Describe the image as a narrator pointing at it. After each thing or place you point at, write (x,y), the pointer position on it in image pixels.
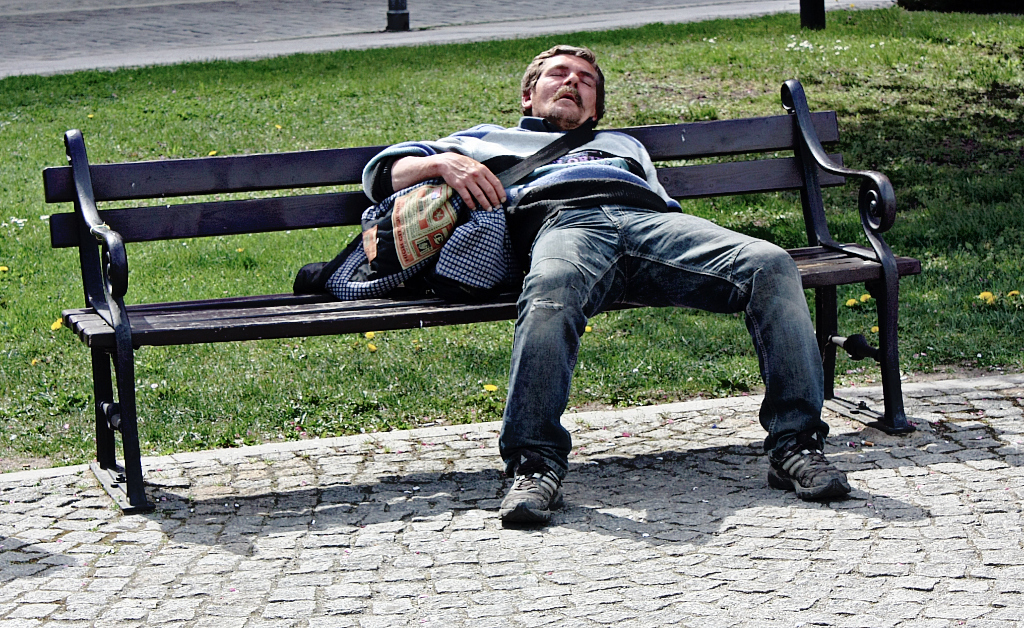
In this picture i could see a person (594,184) laying on the bench (219,223) which is black in color. He is holding some bags (421,234) in his right hand (489,211) and in the back ground (301,91) there is grass (794,61) on the ground (188,104).
